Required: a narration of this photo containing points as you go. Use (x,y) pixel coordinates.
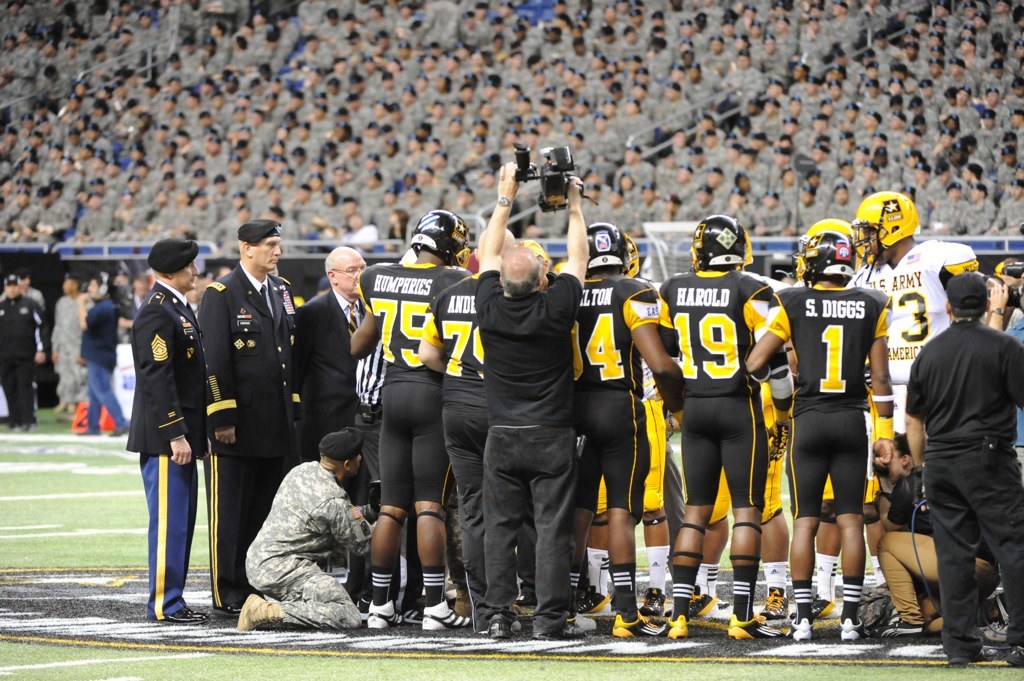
At the top of the image (535,101) we can see spectators (203,115). At the bottom of the image (419,458) we can see people (409,374) standing on the ground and one of them is holding camera (549,208) in hands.
